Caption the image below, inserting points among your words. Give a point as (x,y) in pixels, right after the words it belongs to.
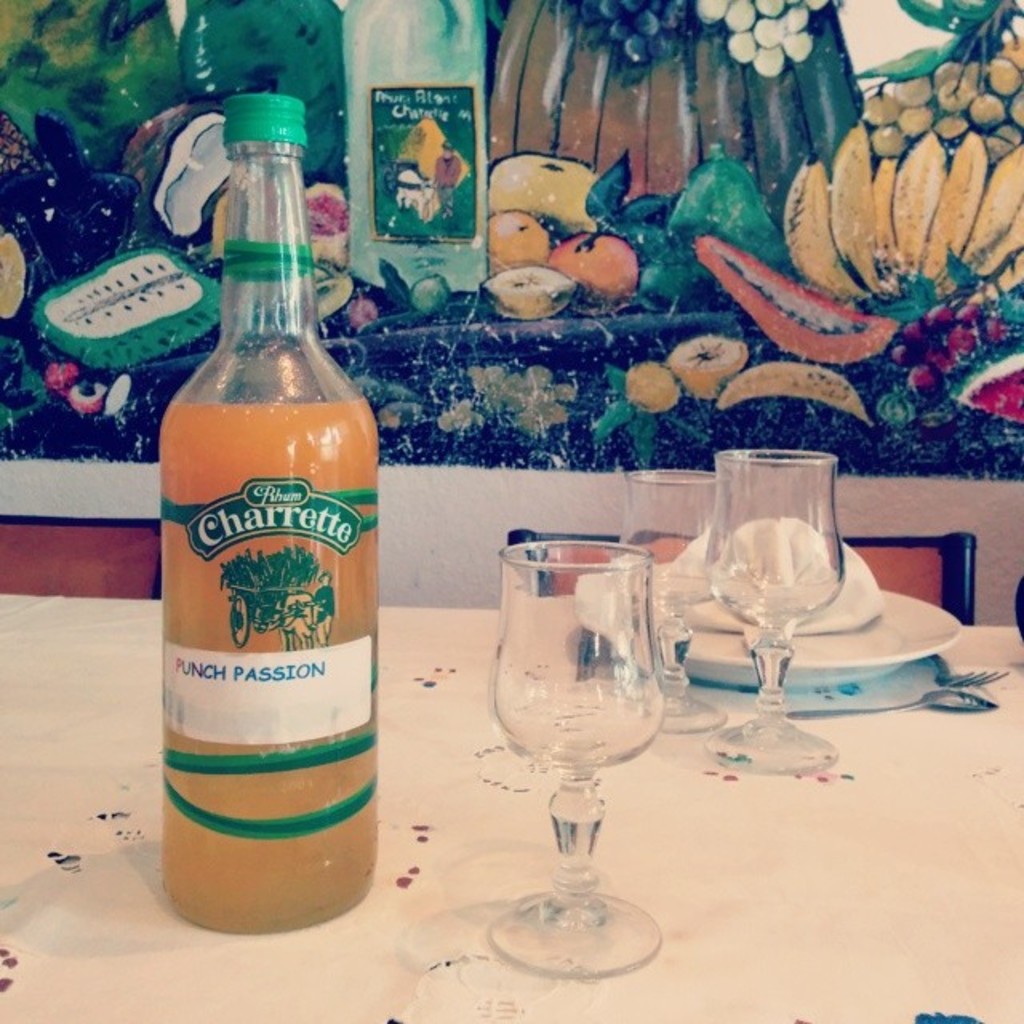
This image consists of a table (766,744). On the table (508,611) there are bottle (293,641), glasses (634,659), plate (806,655), napkin (846,603), fork (974,680), spoon (970,702). There is a cloth (620,865) on the table (671,766). Chairs (117,590) are placed near the table (977,643). There is a painting (589,347) on the wall (589,347) on the top (703,194) which has the fruits (948,194) and vegetables (778,256) on it.
